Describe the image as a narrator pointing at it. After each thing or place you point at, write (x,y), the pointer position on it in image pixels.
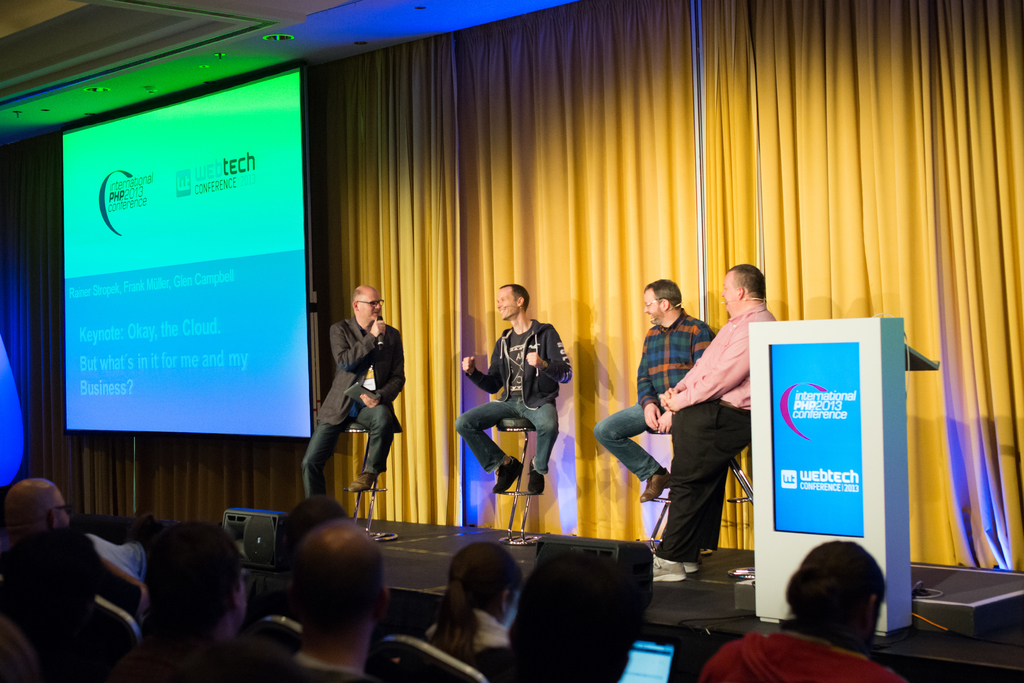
In this image I can see group of people (665,469). In front the person (377,340) is wearing gray color blazer (360,334) and holding a microphone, I can also see a podium (839,497), projection screen (275,272). Background (854,134) I can see few cream color curtains (600,223).
